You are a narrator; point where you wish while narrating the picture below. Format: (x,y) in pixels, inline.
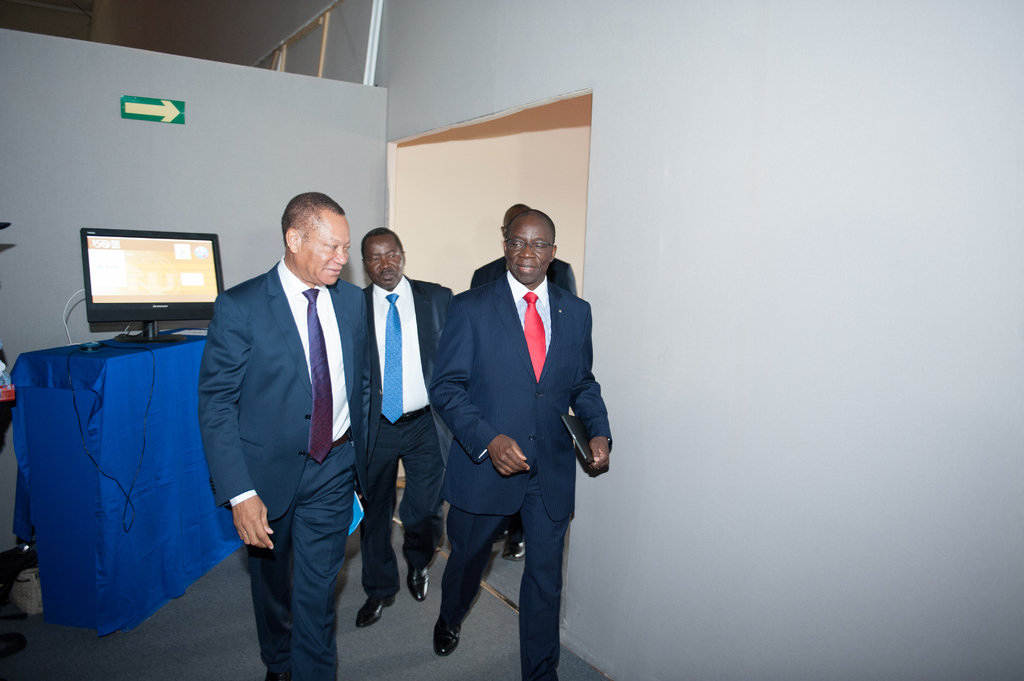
In this picture there are group of people (429,500) walking. On the left side of the image (170,265) there is a computer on the table (115,467) and the table (115,467) is covered with blue color cloth (180,532). At the bottom (34,553) there is a bag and there is a sticker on the wall (71,136).
